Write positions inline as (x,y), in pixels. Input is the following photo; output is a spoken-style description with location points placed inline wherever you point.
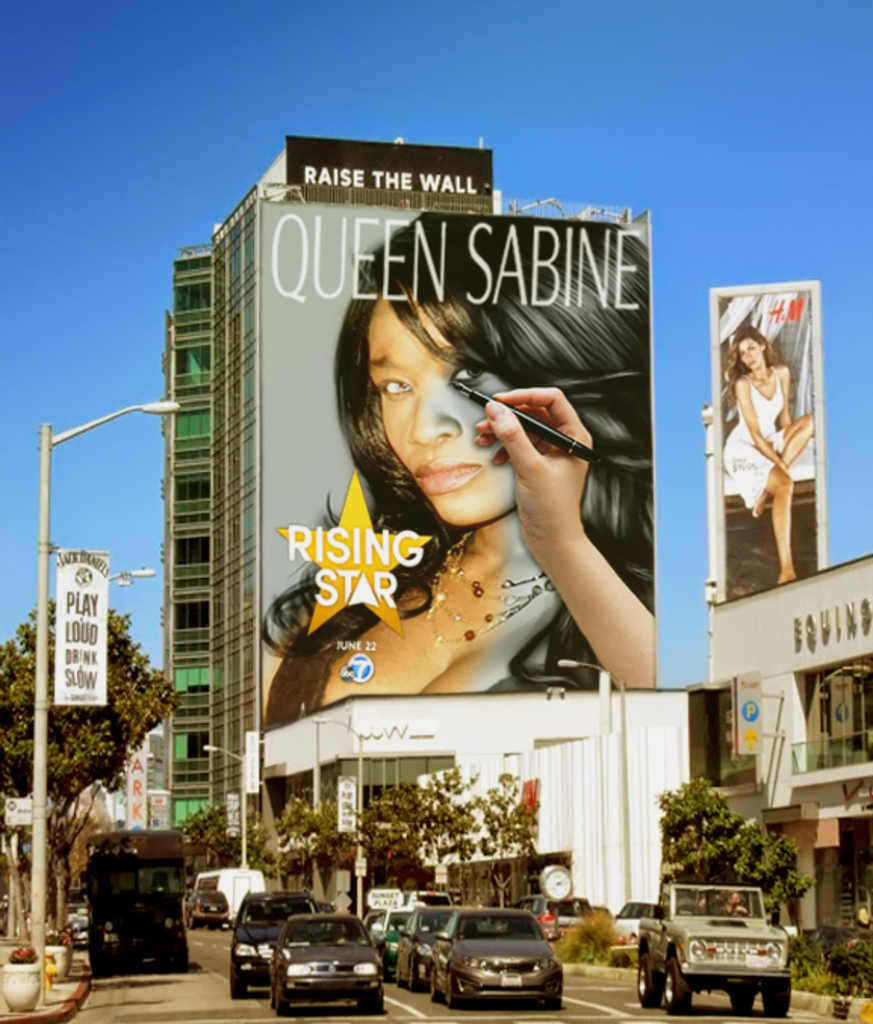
In this image at the bottom (460,965) there are cars (482,971), vehicles (159,936), street lights (43,628), posters (98,673), trees (401,834), buildings (698,739), plants (611,948) and road (204,965). In the middle (430,452) there are buildings (804,725), posters (563,416), sign boards (749,729) and sky (687,268).
